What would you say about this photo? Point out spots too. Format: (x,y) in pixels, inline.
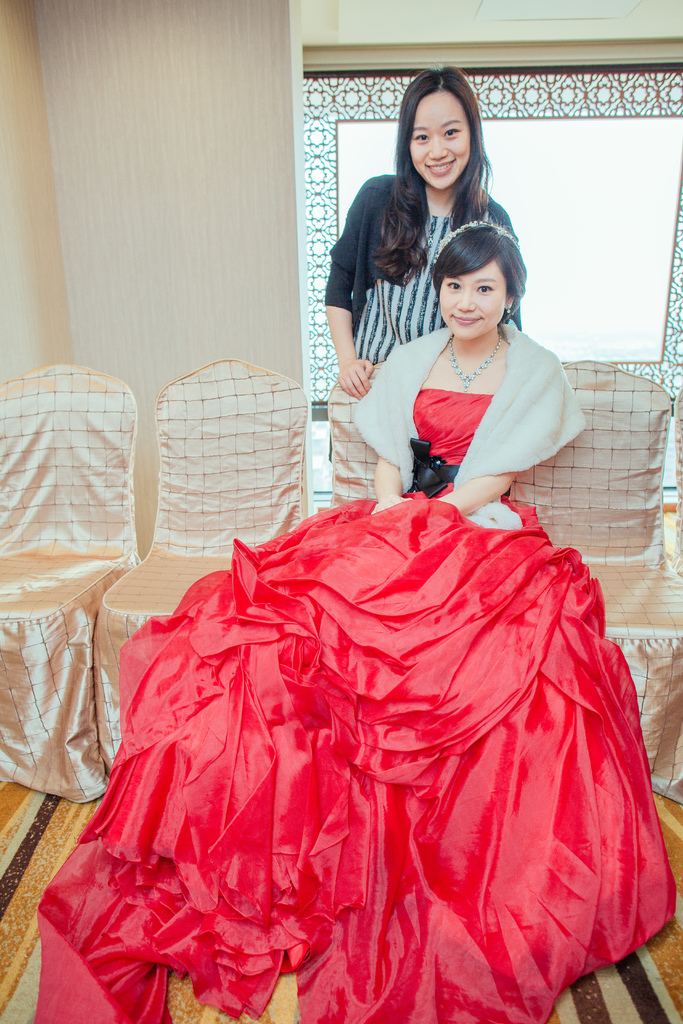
In this image we can see this woman (416,725) wearing a red color dress (472,708) is sitting on the chair (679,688) and this woman (447,145) is standing behind her. In the background (197,3), we can see a wall (117,80) with different pattern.
